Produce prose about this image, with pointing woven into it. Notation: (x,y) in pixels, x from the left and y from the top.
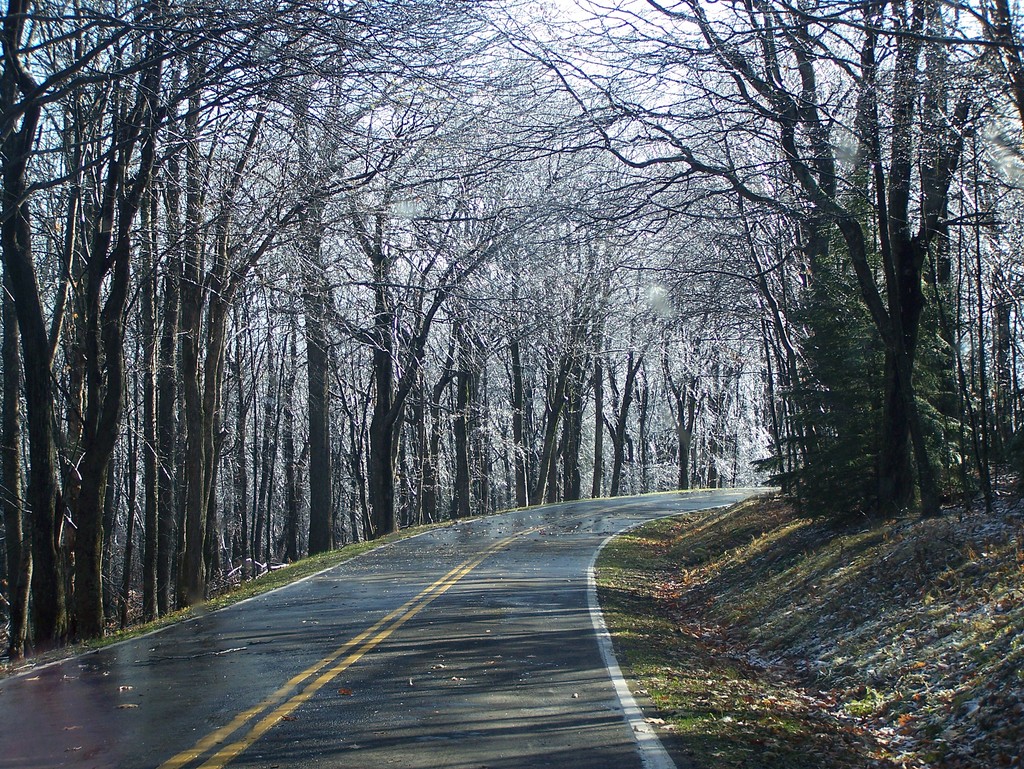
In this image I can see at the bottom (385,615) there is the road (434,644) in wet condition, there are trees (482,321) on either side of this road (510,640). On the right side (743,659) there are dried leaves (783,701) in this image.
